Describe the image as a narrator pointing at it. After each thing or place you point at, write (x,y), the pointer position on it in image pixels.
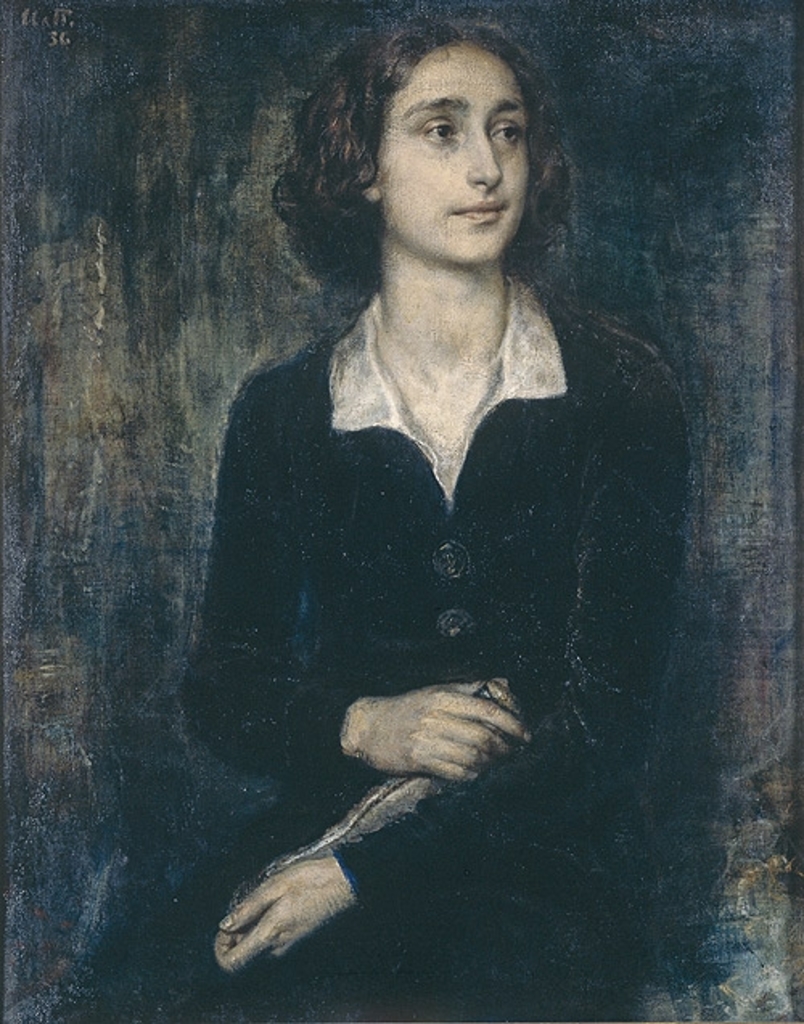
This is the picture of the painting (208,496). In this picture, we see the painting (413,337) of the woman (533,371) who is wearing the black dress (346,923). In the background (149,480), it is in black and grey color.
